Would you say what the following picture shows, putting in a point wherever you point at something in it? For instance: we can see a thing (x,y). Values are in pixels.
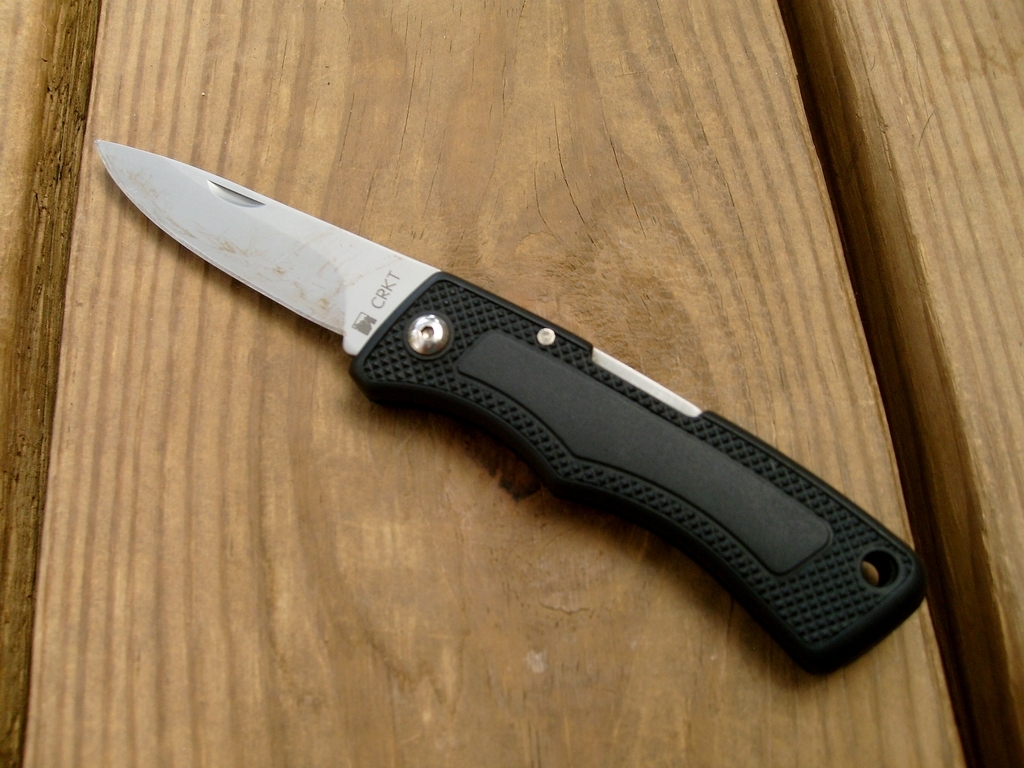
In this image there is a knife (566,387) which is on the brown colour surface (557,280).
